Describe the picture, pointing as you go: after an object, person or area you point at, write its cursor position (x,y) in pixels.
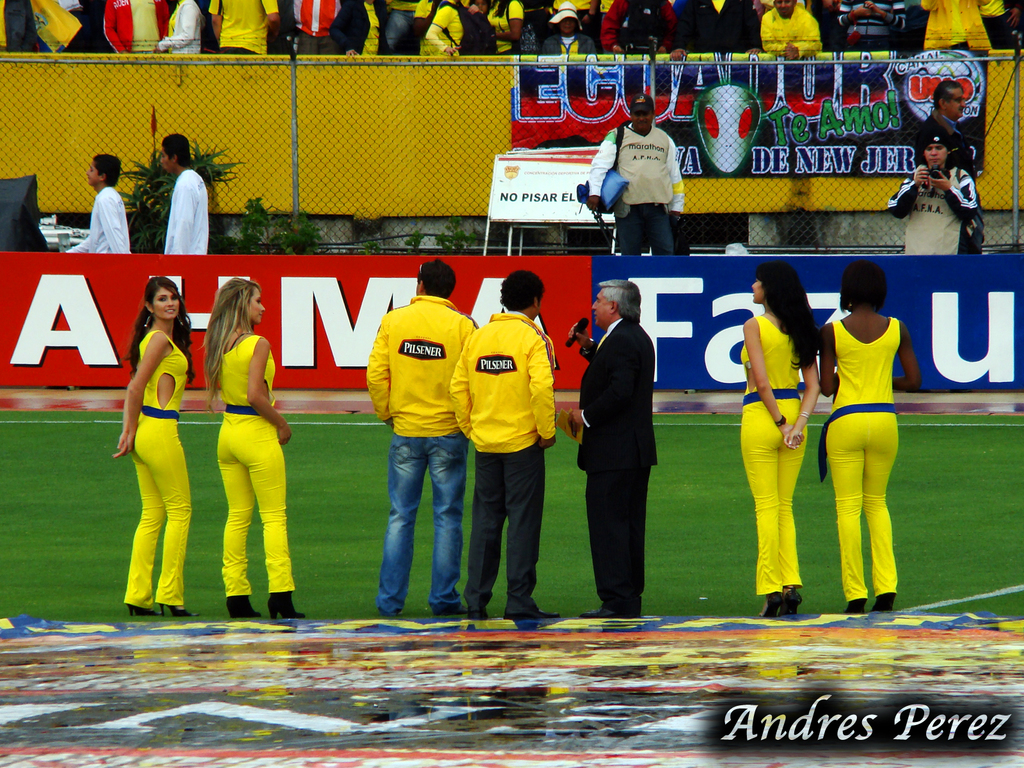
In this image there are a few people (249,443) standing on the ground (977,468) of a stadium (955,466). In the background (188,13) there are audience (886,28) standing. At the center of the image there is a fencing (14,71) with a net (346,171).
